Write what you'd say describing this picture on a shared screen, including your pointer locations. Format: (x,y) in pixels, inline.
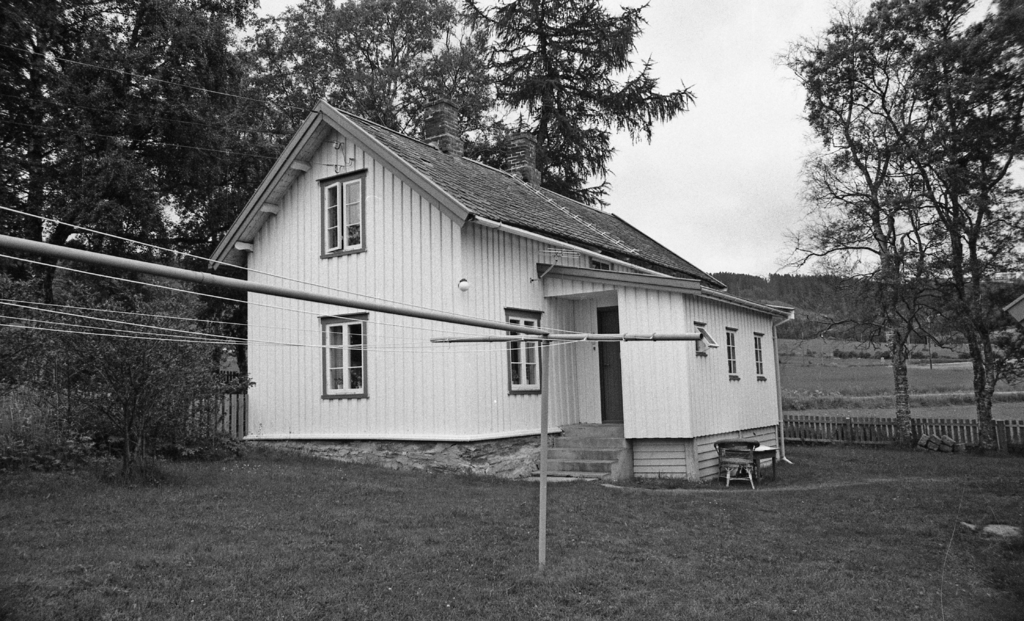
In this image I can see the black and white picture in which I can see some grass (851,450) on the ground (482,560), a pole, few wires (210,296), few trees (143,304) and a house (433,259) which is white in color. In the background (936,290) I can see few trees (874,301), the ground (830,377) and the sky (708,104).
